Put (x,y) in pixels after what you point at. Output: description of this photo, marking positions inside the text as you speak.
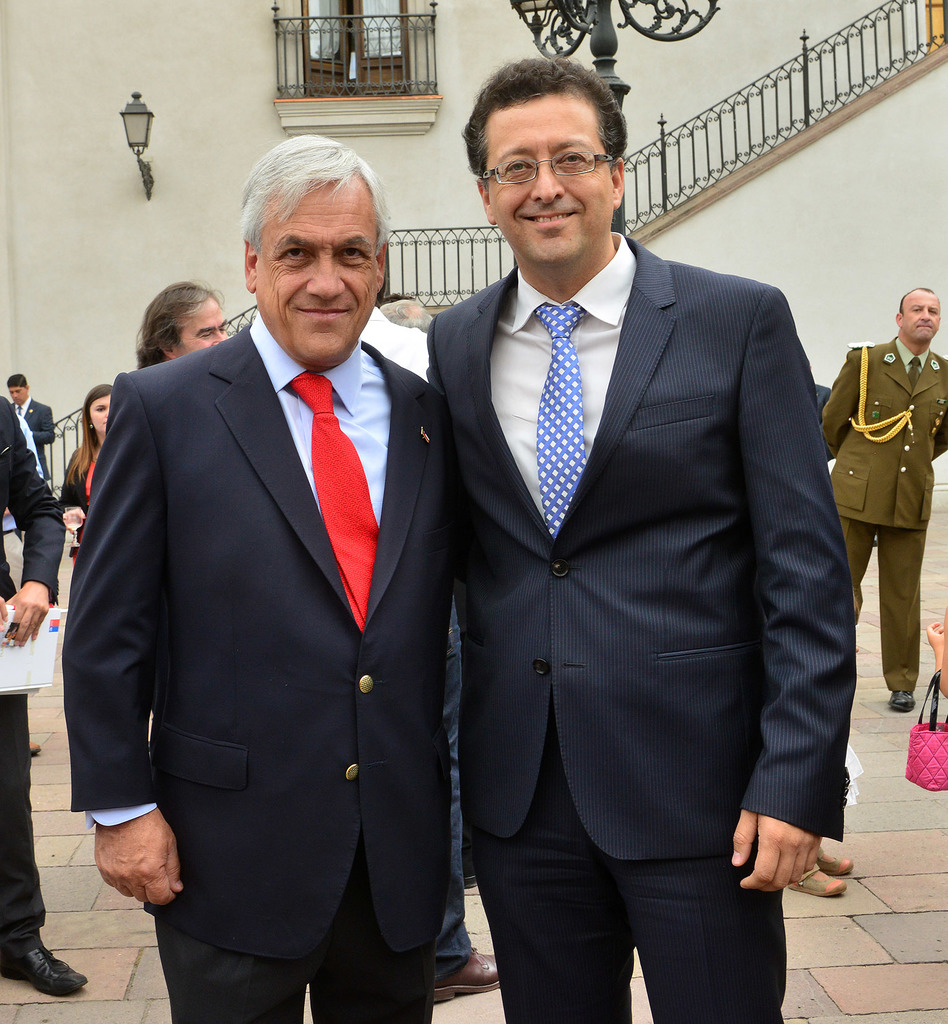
In this image there are two persons (262,392) standing and smiling, and in the background (835,55) there are group of people (893,582) standing, light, iron rods (821,67), window (373,38) of a building (332,63).
